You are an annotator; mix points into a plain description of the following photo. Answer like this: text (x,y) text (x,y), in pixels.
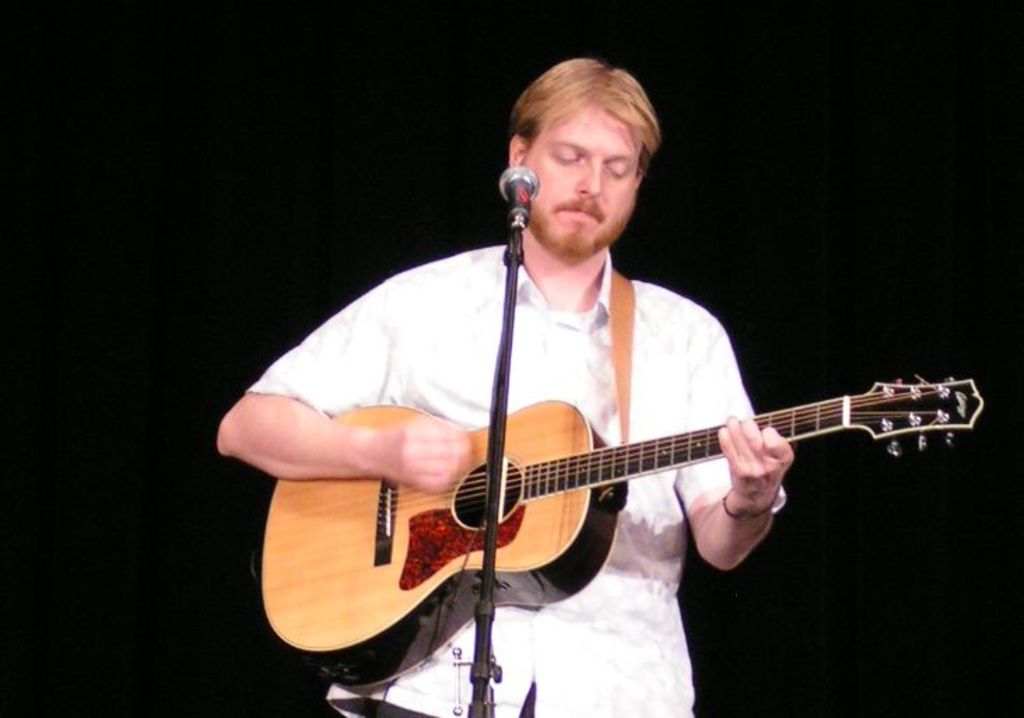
a person (425,460) is standing playing a guitar (592,475). in front of him there is microphone (507,198).
